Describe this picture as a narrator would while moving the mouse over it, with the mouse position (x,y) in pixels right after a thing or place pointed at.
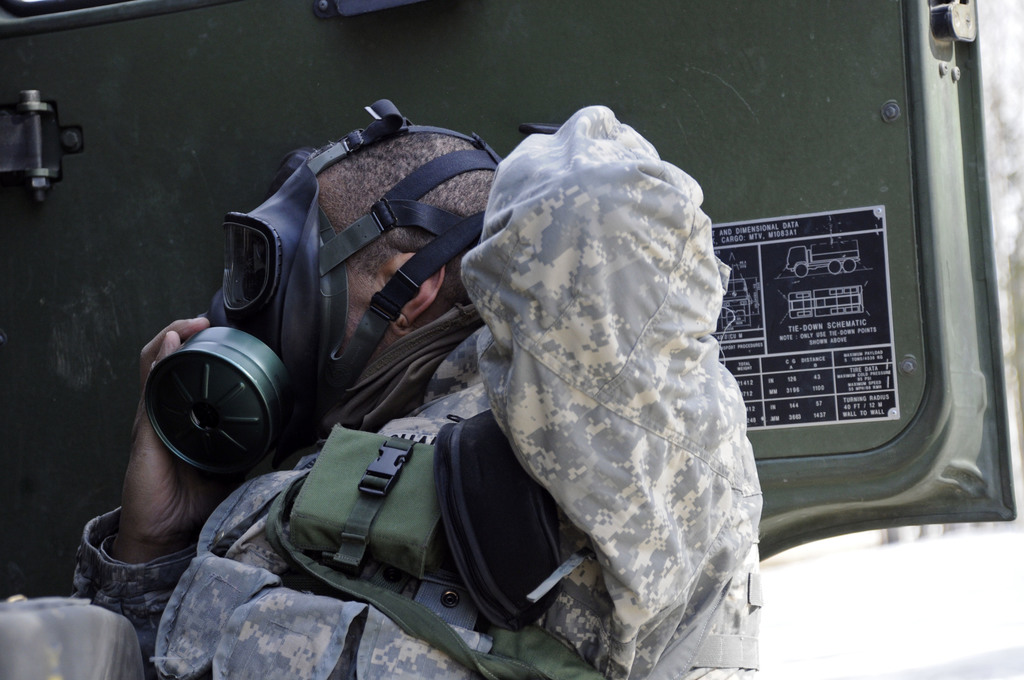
In the image there is a man (477,406) with uniform (496,190) and a face mask (347,361). Behind him there is a vehicle door (760,180). On the door (347,20) there is a poster (804,293) with images (832,258) and text (816,331) on it.
